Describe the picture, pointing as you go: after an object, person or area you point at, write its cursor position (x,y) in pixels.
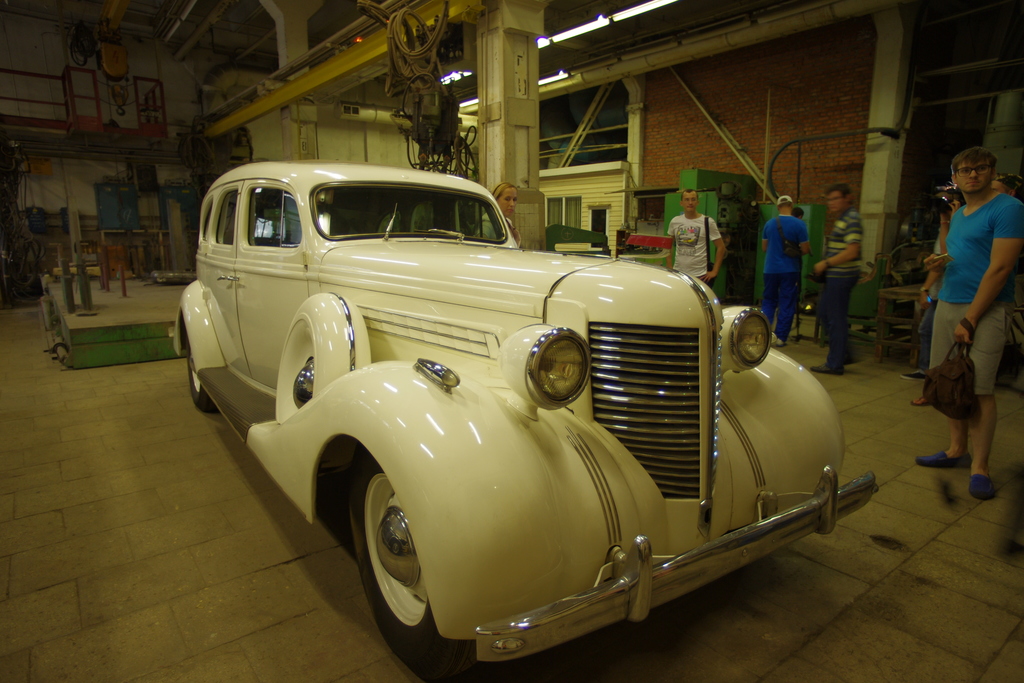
In this image we can see some people (962,249) and there is a vehicle (417,196) which is in white color and there are some objects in the room (713,52) and we can see some lights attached to the ceiling (626,6).
